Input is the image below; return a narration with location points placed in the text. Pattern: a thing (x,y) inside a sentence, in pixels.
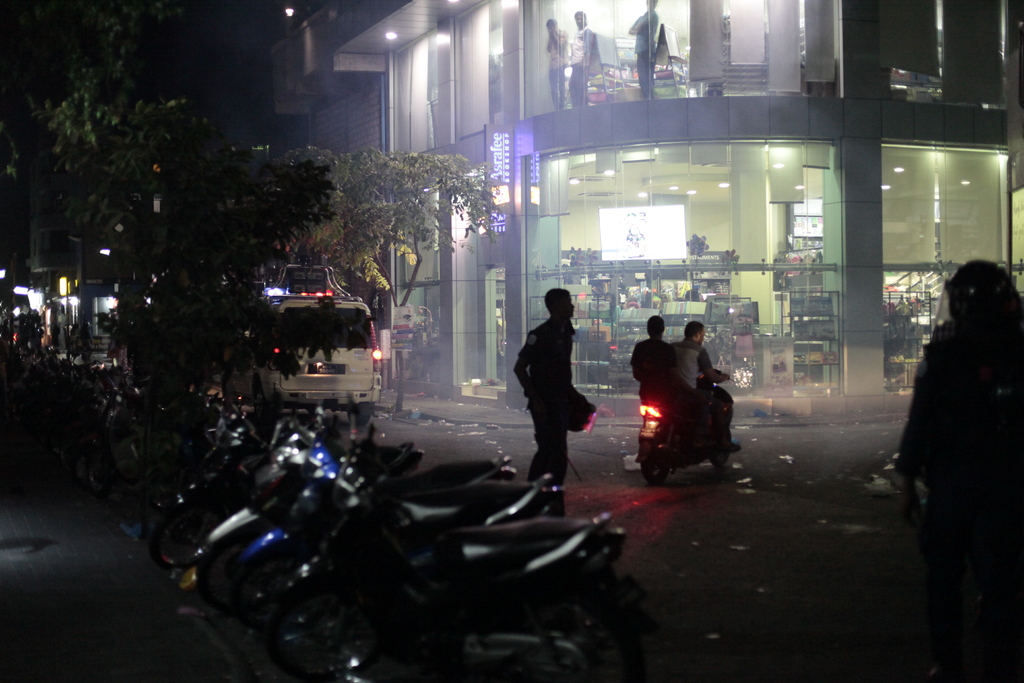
In this image there is a building (511,133), people (1009,442), vehicles (647,412), tree (131,175) and objects (730,32). In that building (703,26) there are people (647,31), ceiling lights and objects (696,259).
